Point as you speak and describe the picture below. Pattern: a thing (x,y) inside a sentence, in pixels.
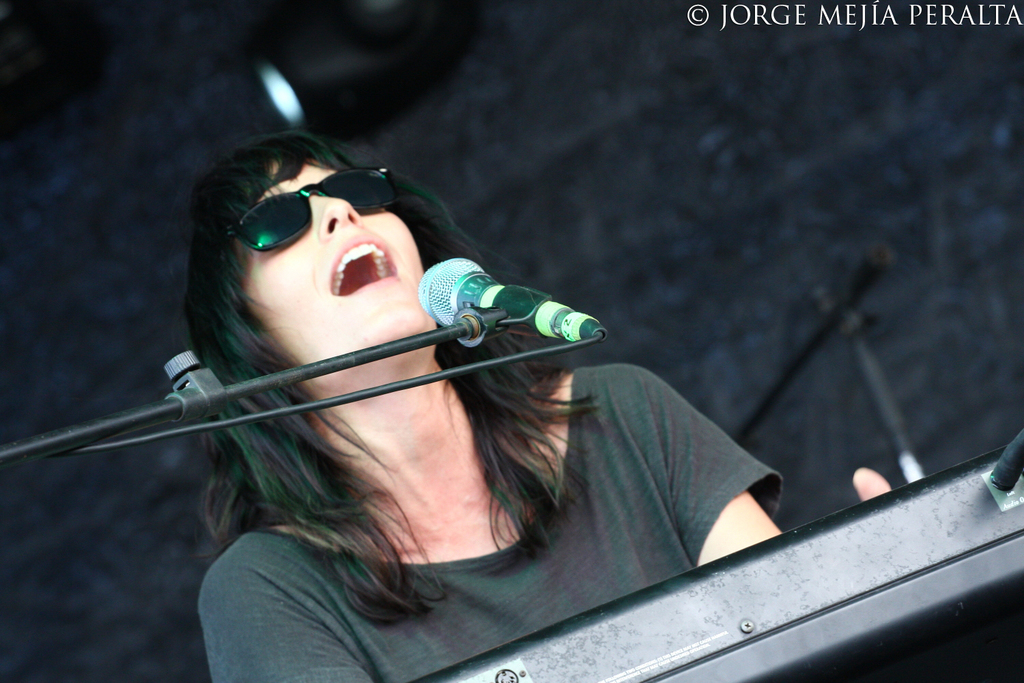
Here I can see a woman (384,634) wearing a t-shirt (476,652), goggles (282,241) and it seems like she's singing. In front of this woman (434,346) there is a mike stand (463,317) and a keyboard (584,652). The background (829,79) is blurred. In the top right-hand corner (814,9) there is some text (731,16).
